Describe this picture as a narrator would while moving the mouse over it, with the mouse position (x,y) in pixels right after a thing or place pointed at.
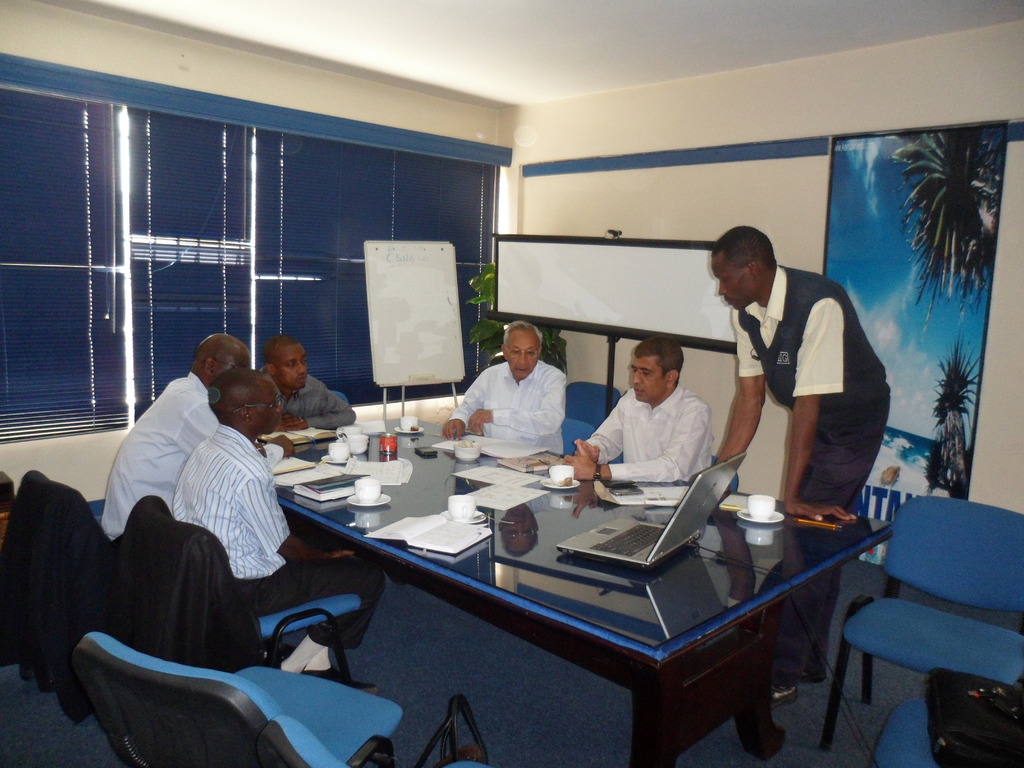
In this image we can see a person (359,619) sitting on a chair (585,409) and the person (702,409) on the right side (699,405) is speaking. Here we can see a person (822,651) standing on the right side (739,448). This is a table (646,591) where a laptop (640,554), a book (485,528), a mobile phone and cups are kept on it. Here we can see chairs (978,599) on the right side (1010,636). This is a white board (390,328) and here we can see a glass window (252,195).
